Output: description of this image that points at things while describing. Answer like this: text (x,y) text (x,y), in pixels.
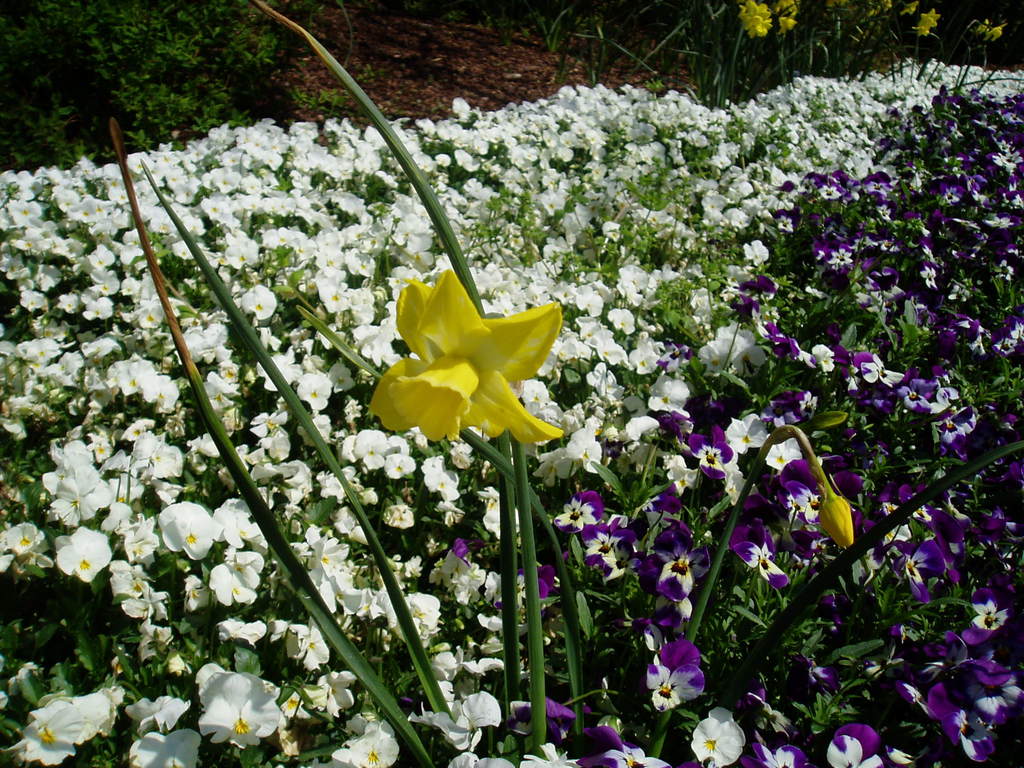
In the picture I can see the flowering plants (699,176). These are looking like trees (116,14) on the top left side (179,104).
